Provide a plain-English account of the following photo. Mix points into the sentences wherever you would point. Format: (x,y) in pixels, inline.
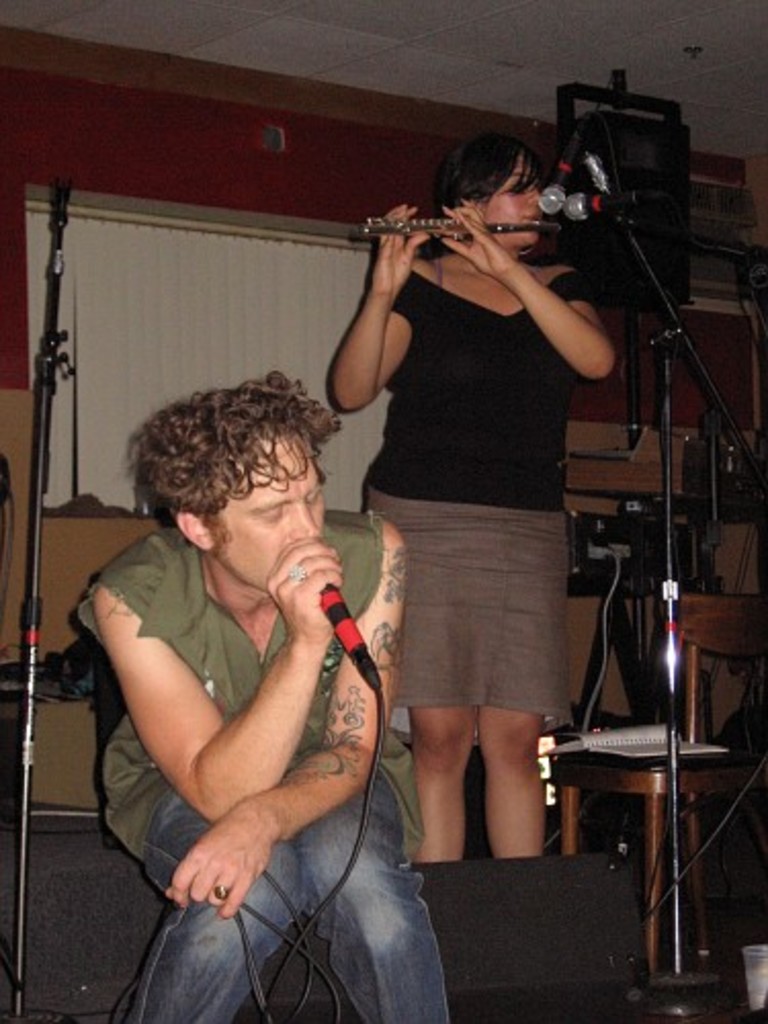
This image consists of two persons (285,711). In the front (295,781) we can see a man (263,846) holding a mic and singing. On the right (559,425), there is a woman (551,402) playing a flute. At the top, there is a roof (491,31). At the bottom (602,917), there is a speaker (584,927).
